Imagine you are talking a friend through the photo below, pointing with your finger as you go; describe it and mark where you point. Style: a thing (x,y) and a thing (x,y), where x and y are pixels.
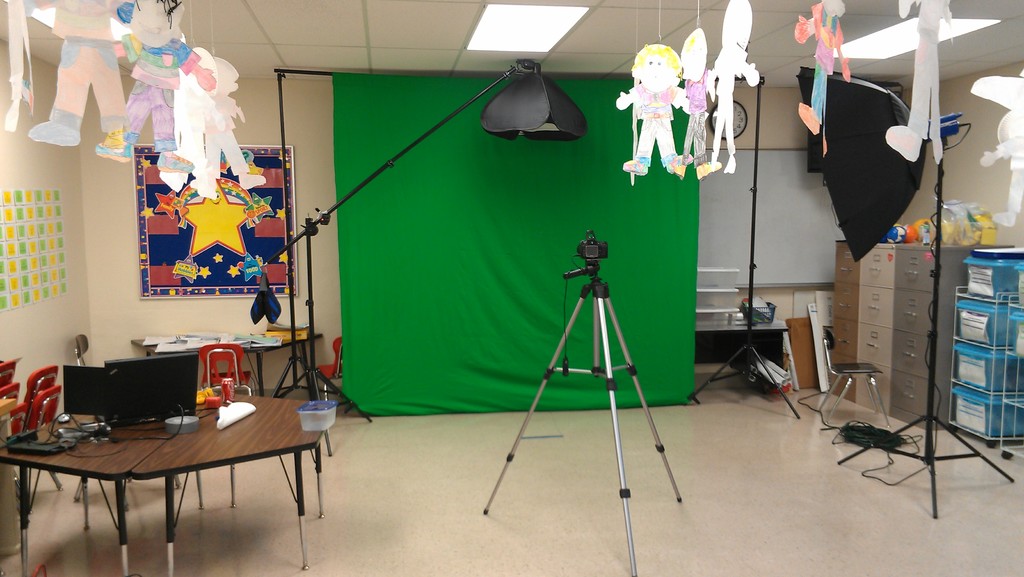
In this image in the middle (586,295) there is a camera (594,248) and stand (656,447). On the left (167,463) there is a table (149,465) on that there are monitors (147,403), boxes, tins (222,403), some other items (235,404). On the right (820,408) there are cupboards (913,346), shelves (957,323), boxes (964,396), decoration items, chairs (848,371), cables (887,447), lights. In the middle (542,283) there are tables (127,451), chairs (51,367), posters (204,247), decorations (60,119), lights (568,126), cloth (487,240), stands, lamp (535,122) and a wall (310,163).
